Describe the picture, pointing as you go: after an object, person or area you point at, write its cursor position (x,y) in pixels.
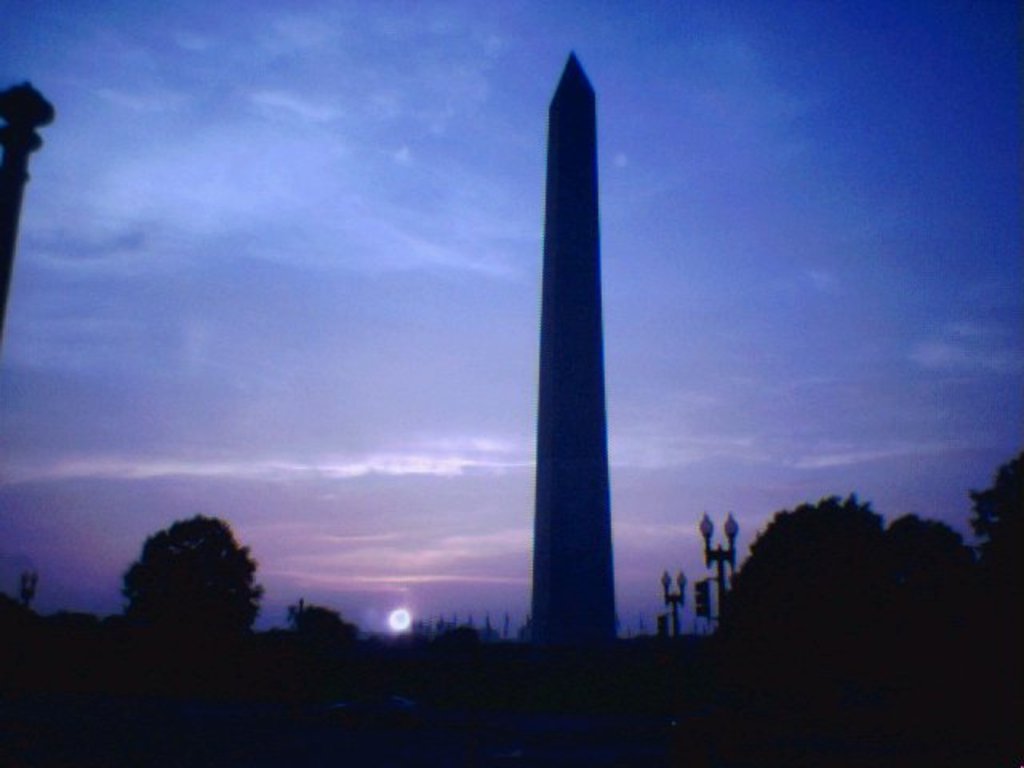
In this picture we can see a tower (575,137), trees (156,608), light poles (730,552) and in the background (352,335) we can see the sky (435,371).
